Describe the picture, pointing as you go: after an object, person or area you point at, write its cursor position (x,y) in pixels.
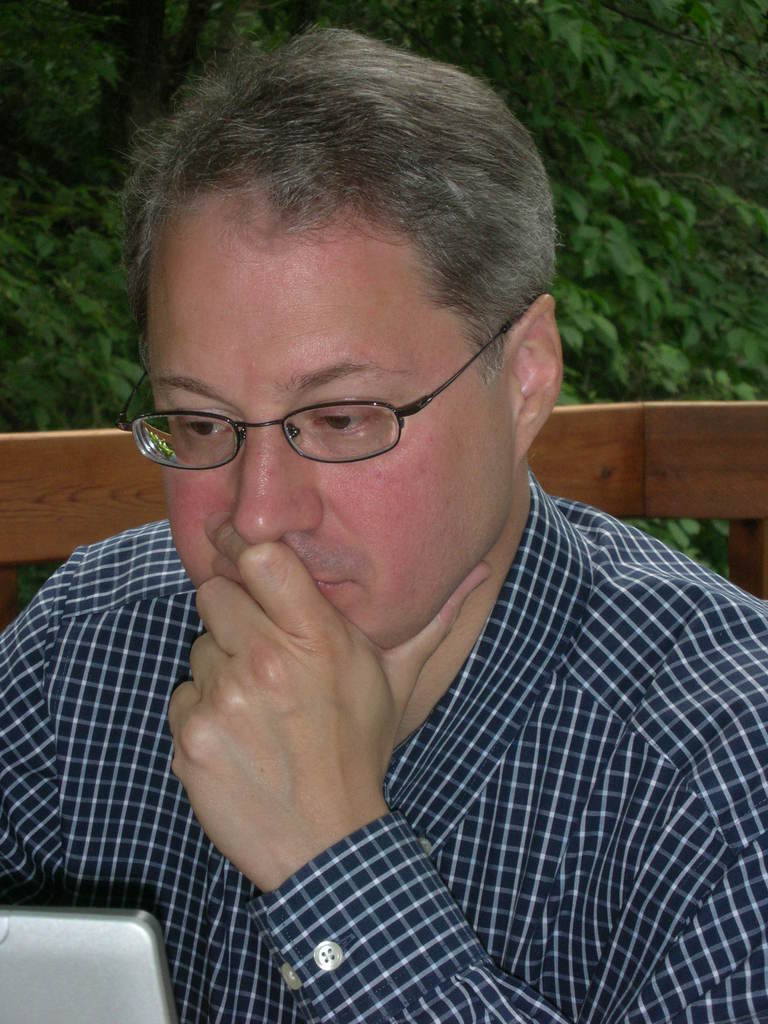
In this image I can see the person (149,604) and the person (355,898) is wearing blue and white color shirt (437,861). In the background (663,379) I can see the wooden object (699,460) and few trees (342,8) in green color.
